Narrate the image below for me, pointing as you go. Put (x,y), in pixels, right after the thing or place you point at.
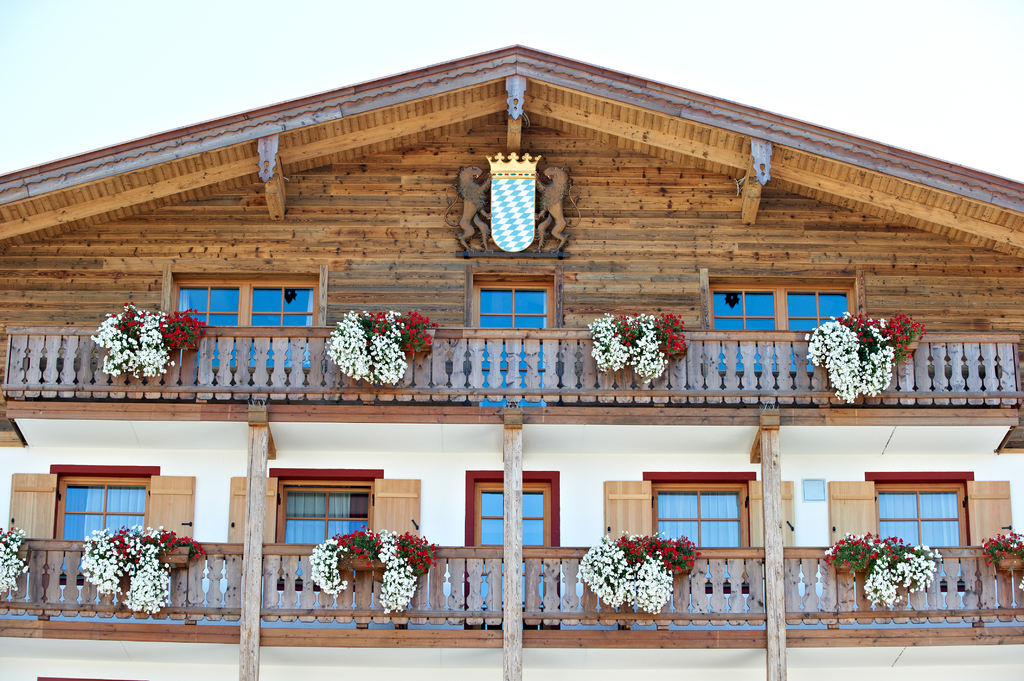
In the image we can see there is a building (440,320) and there are windows (797,298) on the building (565,529). There are flowers (618,603) on the plants (875,368) kept on the wooden pole (513,549) and the wall (322,208) of the building (384,194) is made up of wood (653,199). There are statue (477,195) of lions (545,209) kept as logo (516,202) on the building (481,150). The sky (267,50) is clear.
